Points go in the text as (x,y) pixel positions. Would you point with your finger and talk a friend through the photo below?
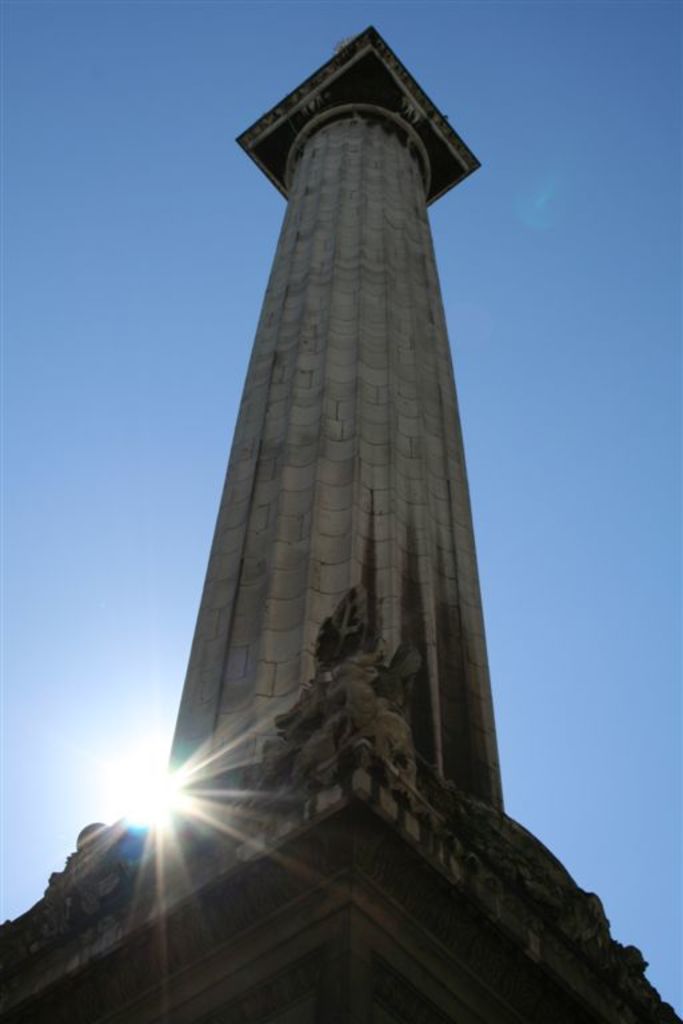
In this image I can see a monument (279,390), the sky (657,213) and the sun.
